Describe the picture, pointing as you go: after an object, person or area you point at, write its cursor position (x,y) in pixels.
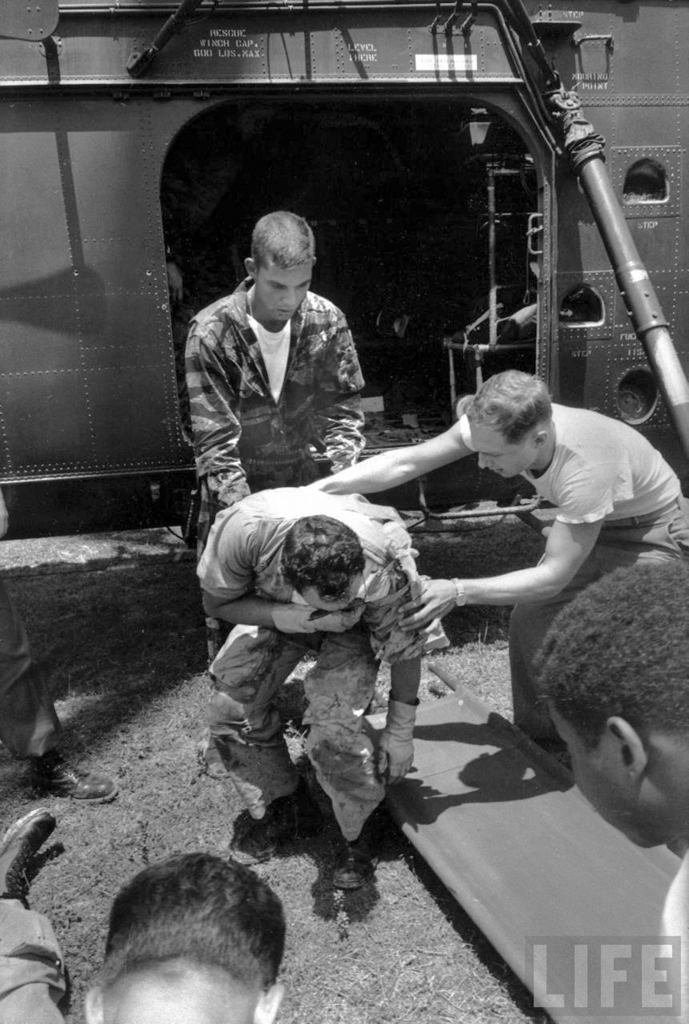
In this image, we can see persons (412,574) in front of the vehicle (374,21). These persons (580,485) are wearing clothes (569,435). There is a stretcher (497,746) in the bottom right of the image (547,903). There is a person head (586,792) on the right (583,767) and at the bottom of the image (234,867). There are persons legs (4,648) in the bottom left of the image (5,917).
